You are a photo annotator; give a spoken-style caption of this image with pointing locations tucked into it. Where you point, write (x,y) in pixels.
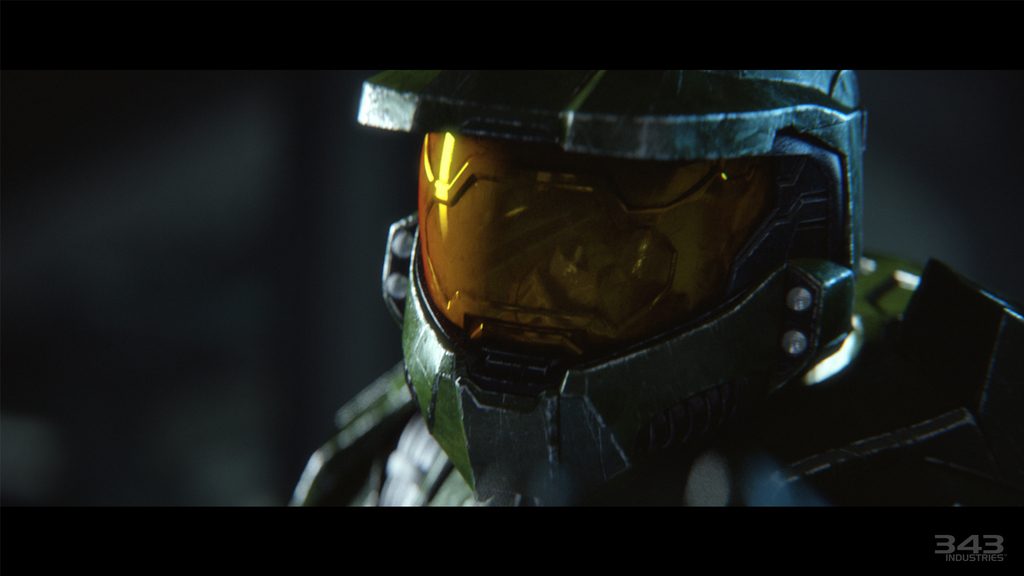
In this image there is a metal helmet (498,248) on an armored suited structure (877,310).
